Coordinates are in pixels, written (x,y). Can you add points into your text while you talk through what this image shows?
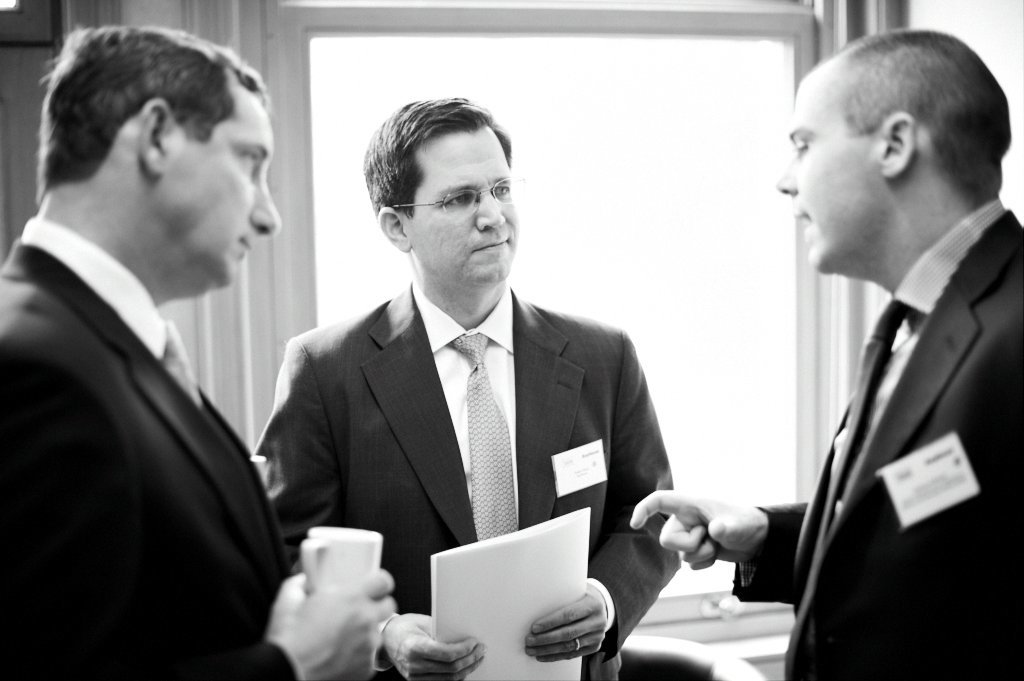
I see this is a black and white image and I see 3 men (918,576) in which 3 of them are wearing suits (950,644) and I see that these both are holding things (532,596) in their hands (310,650).
